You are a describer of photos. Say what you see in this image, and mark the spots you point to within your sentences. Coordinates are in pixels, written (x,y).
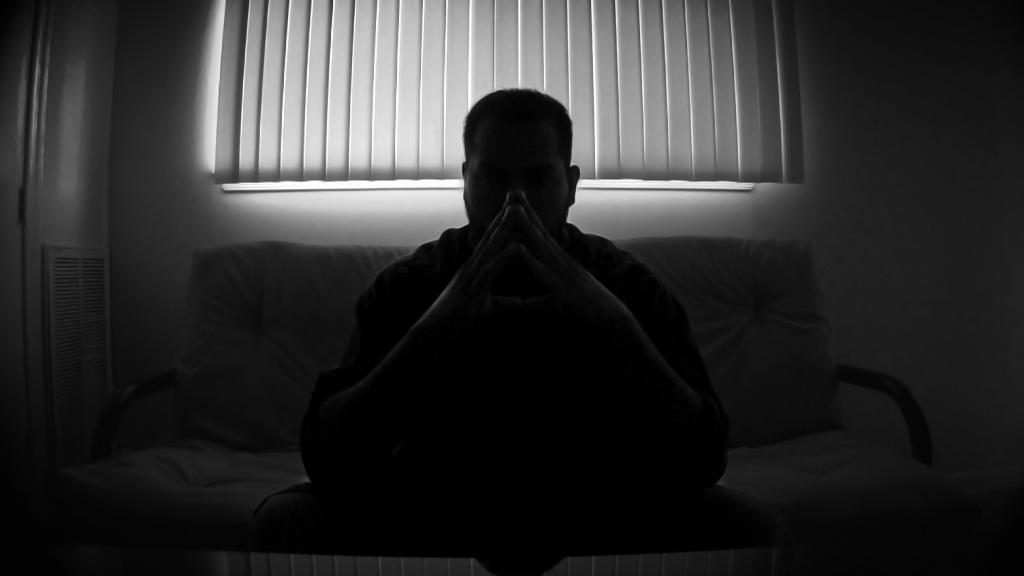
This is a black and white image. Here I can see a person (507,328) sitting on a couch (257,467). In the background (241,178) there is a curtain (344,57) to the window (336,186). This is an image clicked in the dark and it is an inside view of a room (144,165).
